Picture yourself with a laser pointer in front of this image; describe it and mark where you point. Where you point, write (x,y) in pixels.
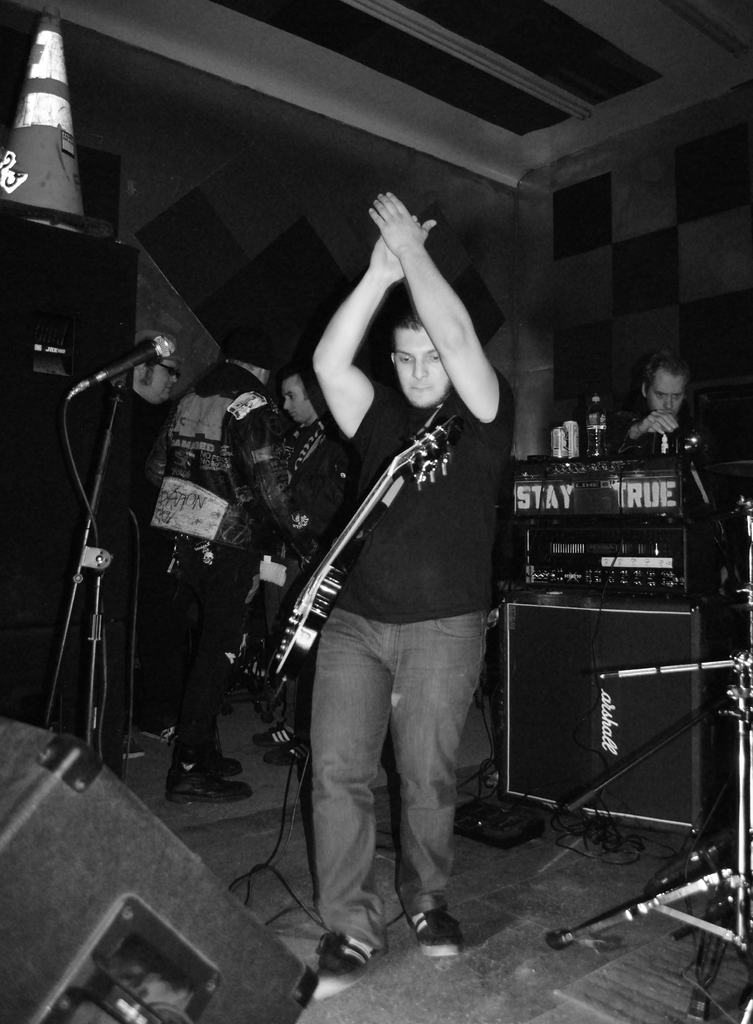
In this image, In the middle (451,642) there is a man (421,864) standing and he is carrying a music instrument (331,560) which is in black color, In the left side (146,354) there is a microphone (134,363) which is in black color, In the background (250,433) there are some people (669,432) standing.
